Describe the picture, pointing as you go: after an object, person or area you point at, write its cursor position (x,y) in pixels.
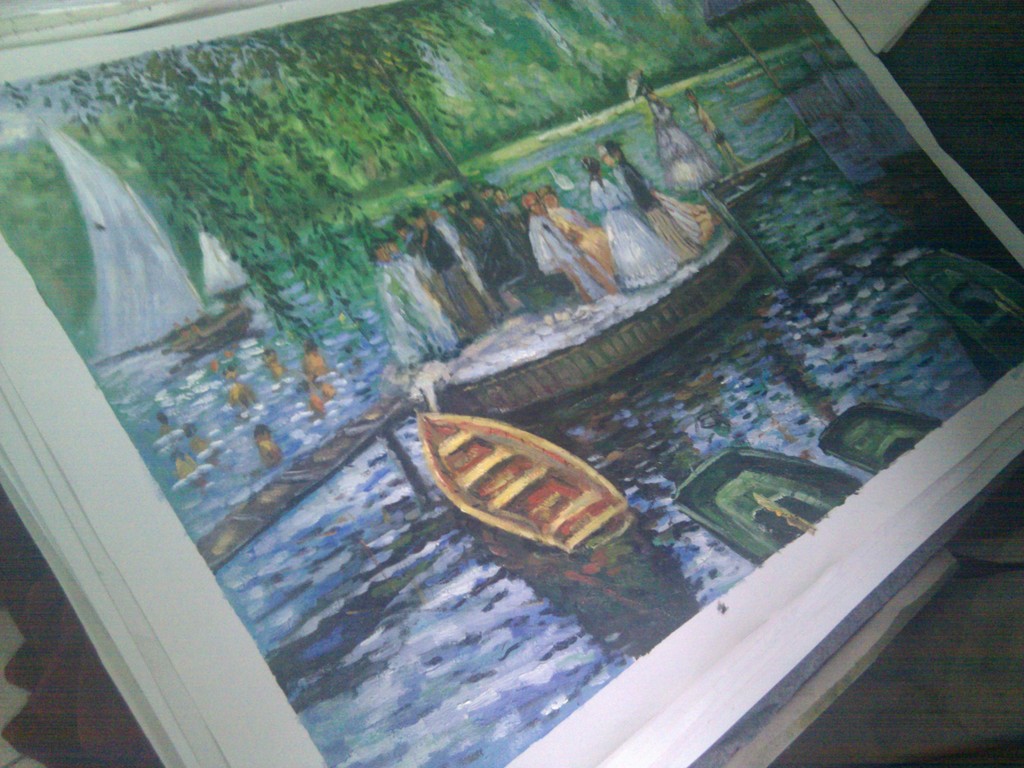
It is a drawing in this image and there are few people (610,251) are standing. There are boats (617,519) in this water (520,594).
